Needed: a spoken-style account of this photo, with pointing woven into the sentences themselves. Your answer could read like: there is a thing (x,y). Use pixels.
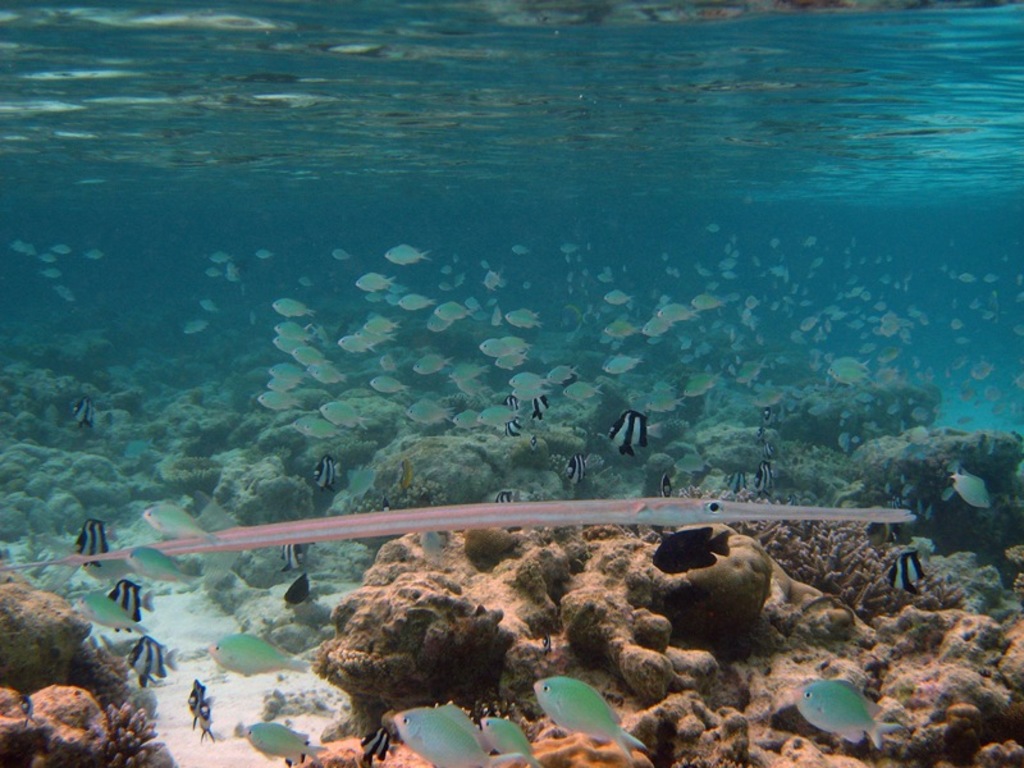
In this image we can see underwater. There are different varieties of fishes (656,517). Also there are corals (355,453).
